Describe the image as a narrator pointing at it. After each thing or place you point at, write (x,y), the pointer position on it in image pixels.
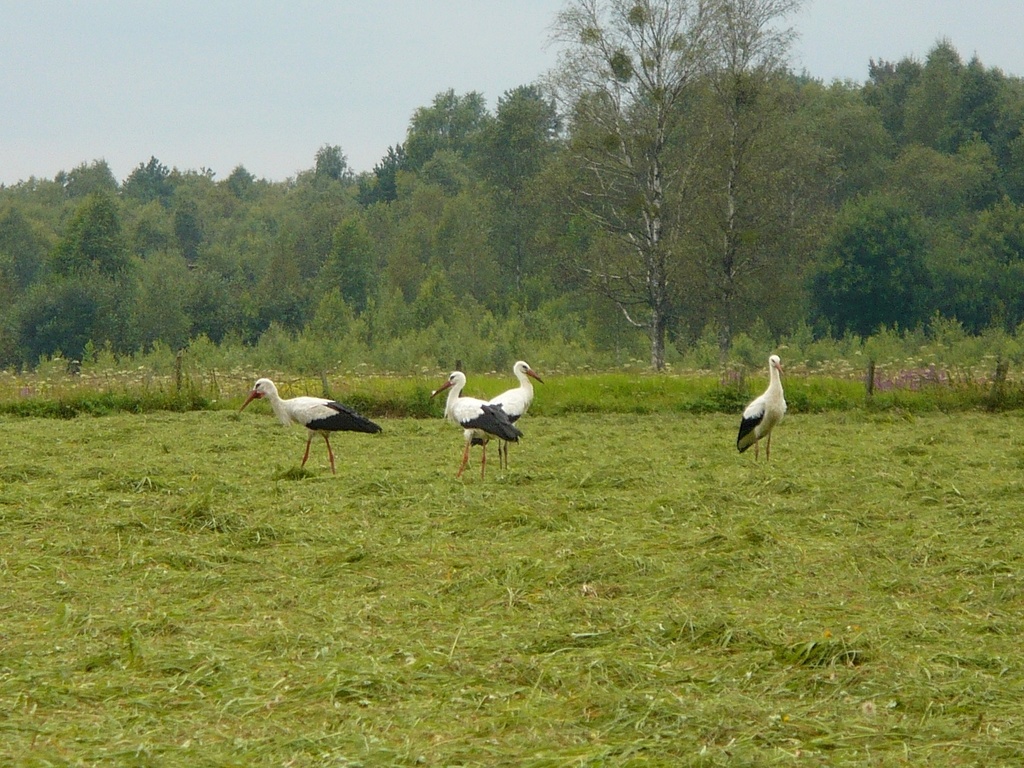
There are some white and black colored birds (480,409) standing on the grassland (452,491). In the back (342,264) there are trees (335,179) and sky (223,88).
